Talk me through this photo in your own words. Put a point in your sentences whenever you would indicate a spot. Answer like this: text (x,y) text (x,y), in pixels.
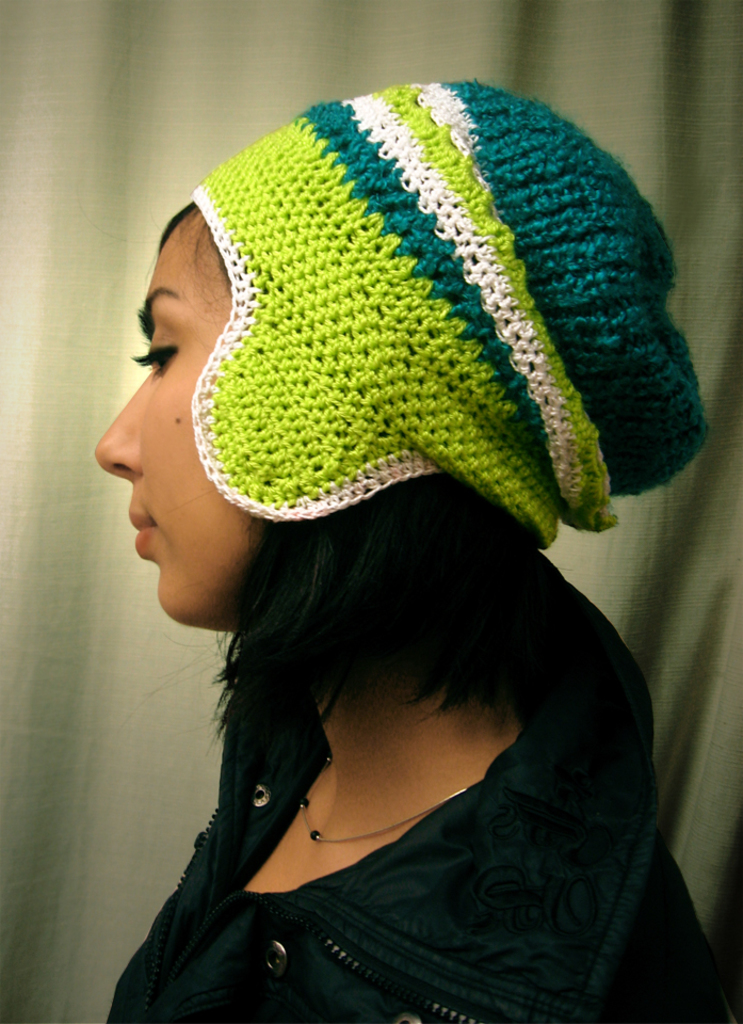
In this picture I can see a woman (232,712) wore a cap (520,237) on her head (567,159) and she wore a black color coat (489,795) and I can see a curtain (540,63) on the background (65,194).
